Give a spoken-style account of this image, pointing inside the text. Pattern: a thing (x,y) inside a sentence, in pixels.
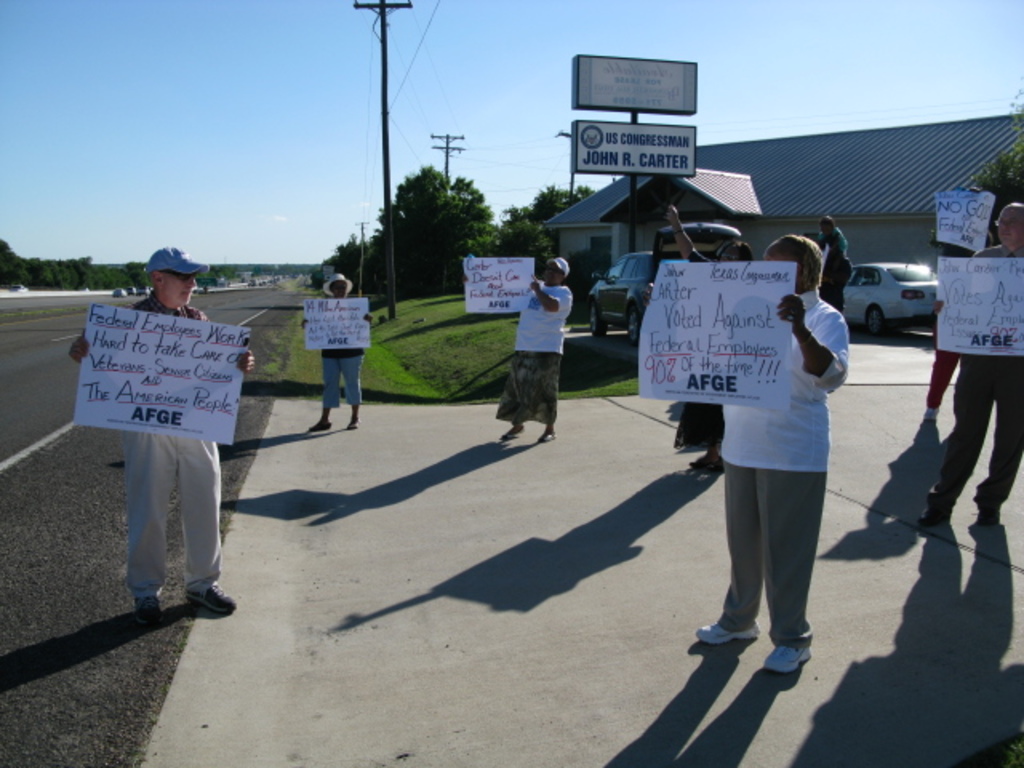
In this image we can see people (1021,356) are standing and they are holding posters (728,338) in their hands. Behind them board (663,159), house (877,212), cars (675,255), trees (474,246), wires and electric poles (386,221) are there. Left side of the image (45,447) road (42,524) is present. At the top of the image (103,46) sky (324,29) is there.
